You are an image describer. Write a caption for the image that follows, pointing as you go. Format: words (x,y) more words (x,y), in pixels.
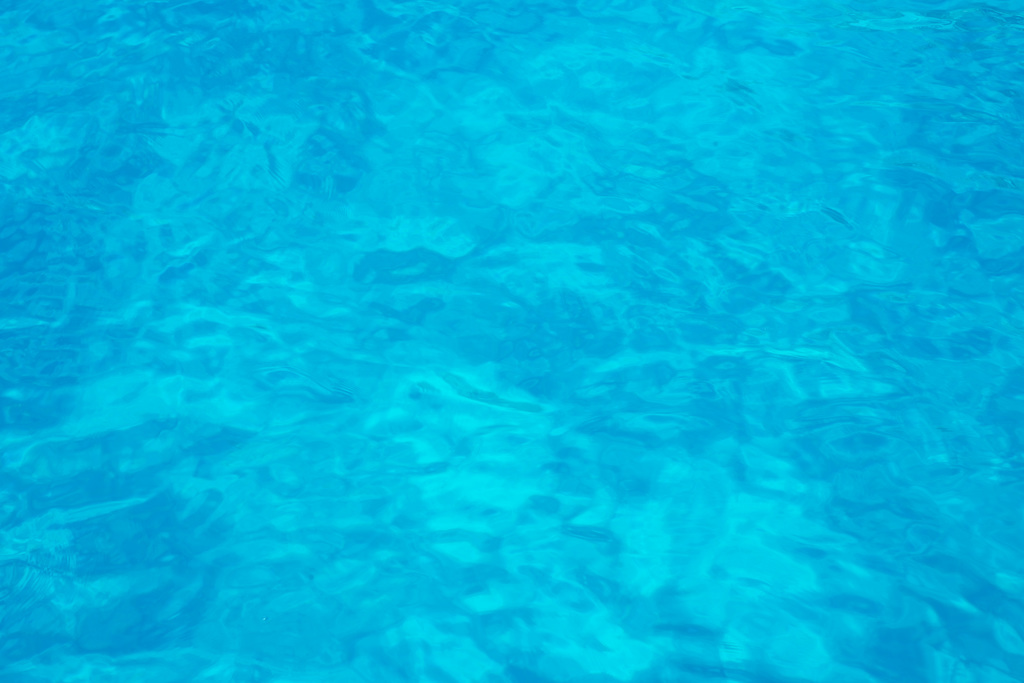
In this image there is a blue color surface (594,513).
